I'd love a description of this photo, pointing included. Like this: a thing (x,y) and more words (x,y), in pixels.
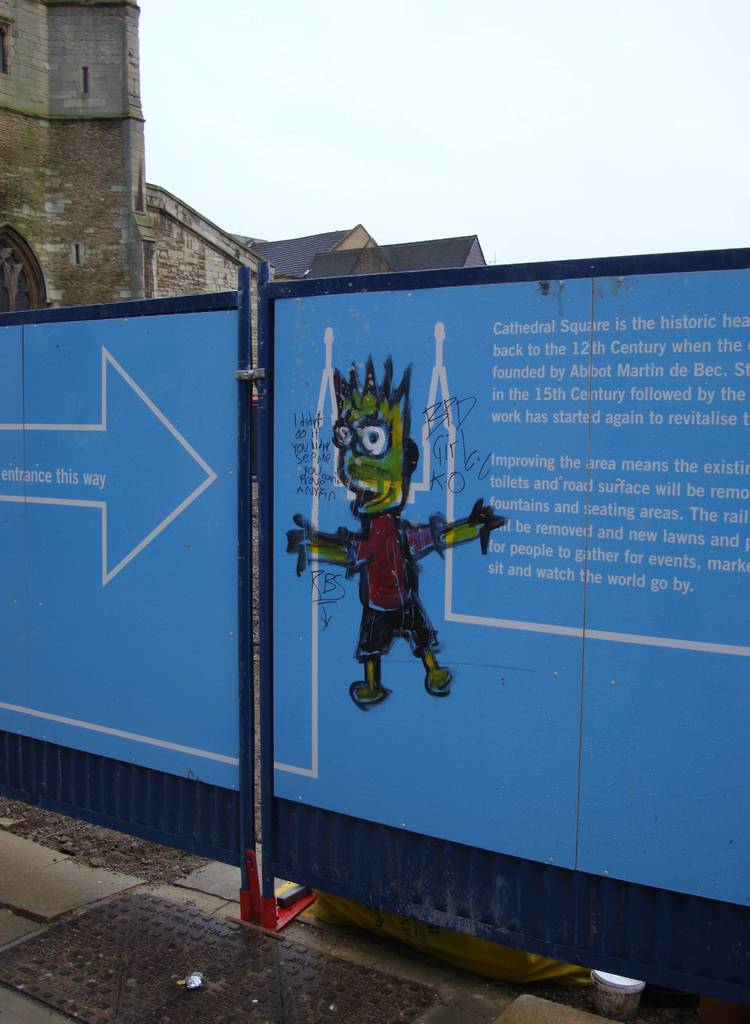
In this image, we can see a board (149,576). There is a building (102,288) in the top left of the image (114,187). There is a sky (371,53) at the top of the image (378,62).
